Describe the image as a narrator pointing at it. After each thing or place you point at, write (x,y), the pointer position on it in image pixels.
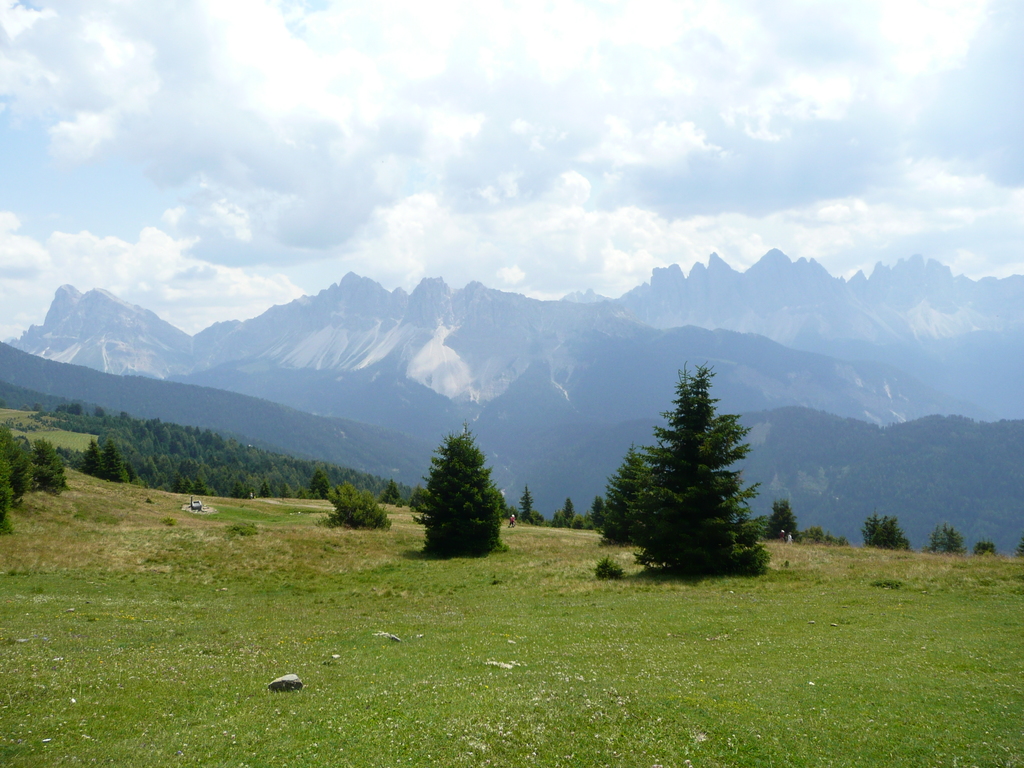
In this picture I can see grass (423,591), trees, mountains (531,309), and in the background (529,149) there is sky (551,128).
